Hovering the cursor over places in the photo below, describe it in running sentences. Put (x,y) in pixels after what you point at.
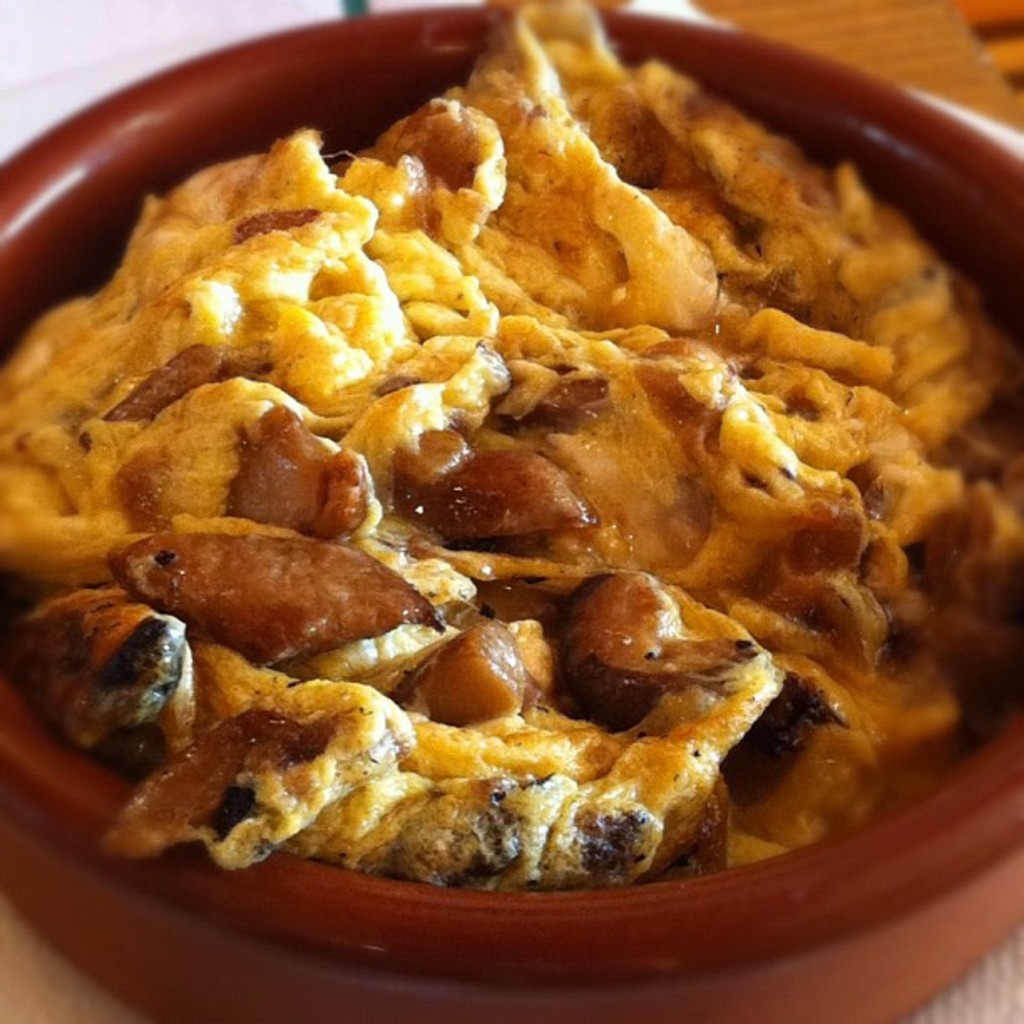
In this image I can see brown colour thing (1014,754) and in it I can see yellow and brown colour food (443,402). I can also see this image is little bit blurry from background (775,11).
